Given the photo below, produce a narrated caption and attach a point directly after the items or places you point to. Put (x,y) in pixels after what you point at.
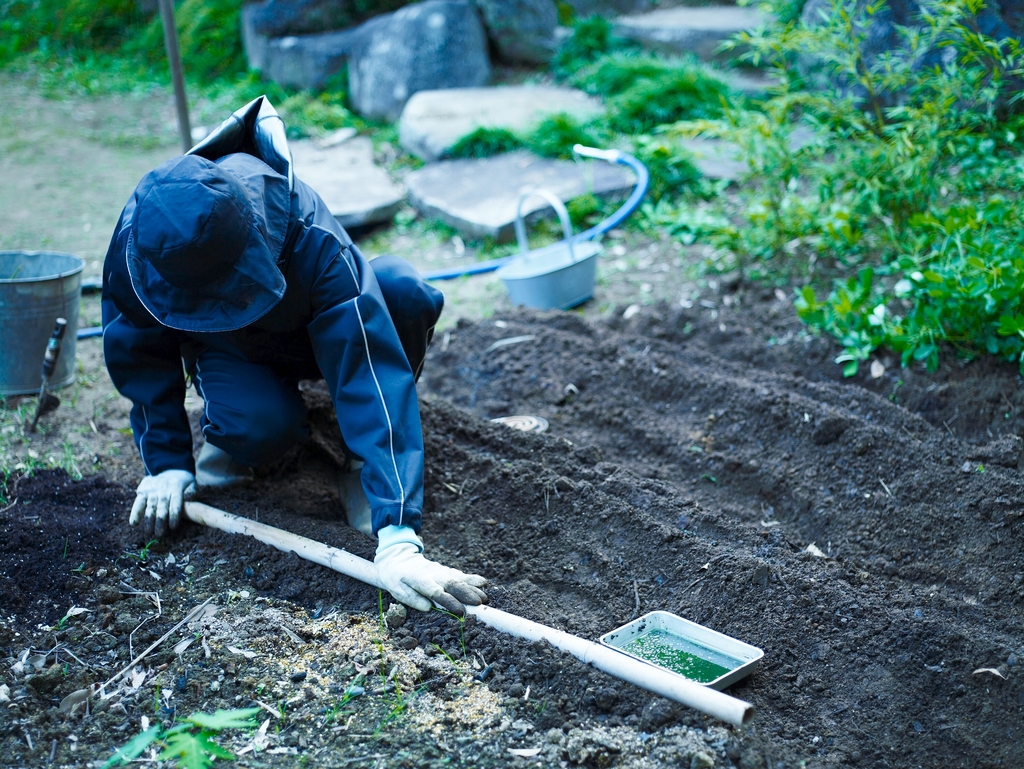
In this image, we can see a person (149,416) holding a stick (634,668). Beside the stick (729,718), there is a tray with liquid (663,660) on the ground (443,685). At the top of the image (485,151), there are plants (897,193), stones (795,140), pipe (636,201) and basket (588,261). On the left side of the image (35,337), there is a bucket (34,323) and object (46,393).
